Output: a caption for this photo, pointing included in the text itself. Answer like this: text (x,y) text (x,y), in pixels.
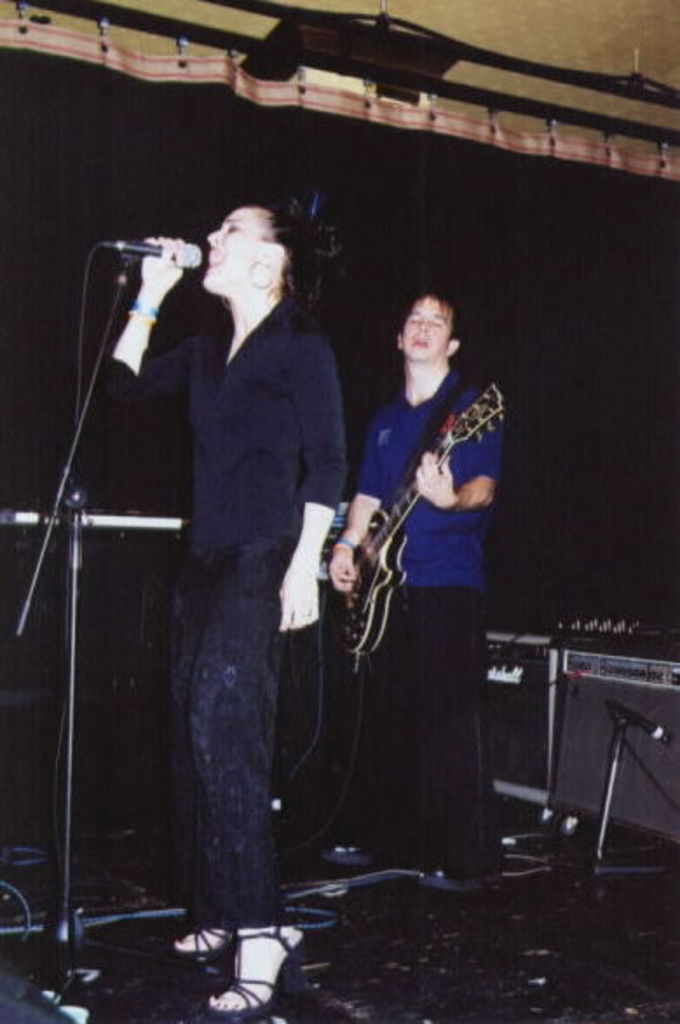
A picture is taken inside the room (478,701), in the image there are two people (438,390) man (444,389) and woman (296,420), man (427,392) is standing on right side (458,530) and playing his guitar (388,532), woman (303,455) is standing on left side of the image (160,263) and holding a microphone (190,253) and opened her mouth (216,256) for singing. In background (574,351) there is a keyboard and black color curtain (391,361), on top (518,97) there is a roof (516,88).
